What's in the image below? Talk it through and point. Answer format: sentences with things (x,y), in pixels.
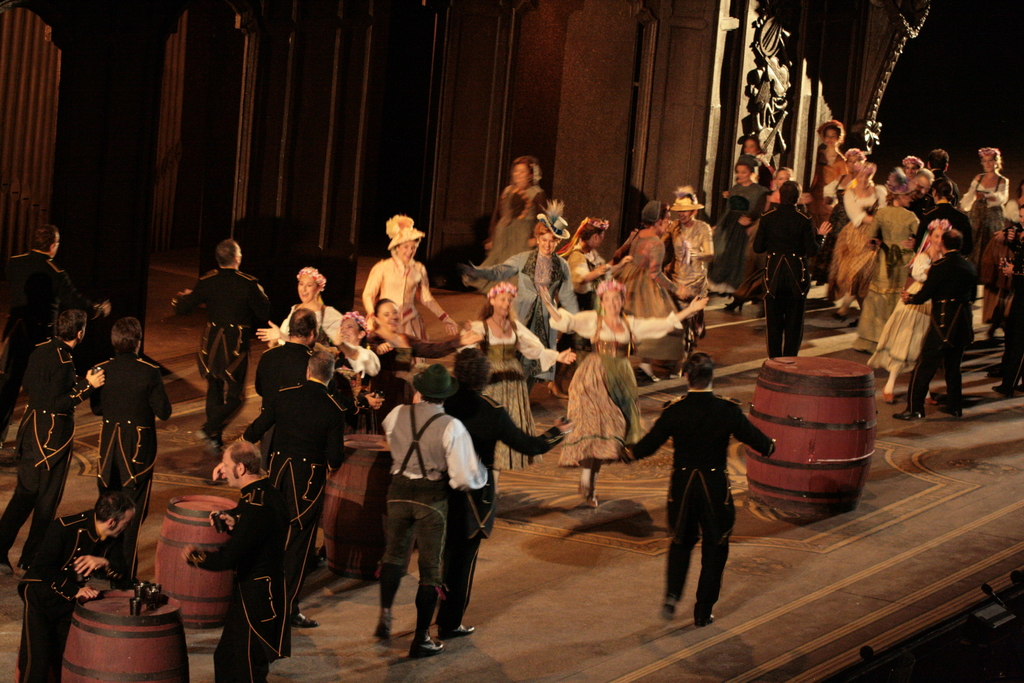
In this image I can see the group of people (447,435) with different color dresses (508,452). I can see the drums (171,598) in-front of few people (632,448). In the background (415,216) I can see the wall (512,106).
